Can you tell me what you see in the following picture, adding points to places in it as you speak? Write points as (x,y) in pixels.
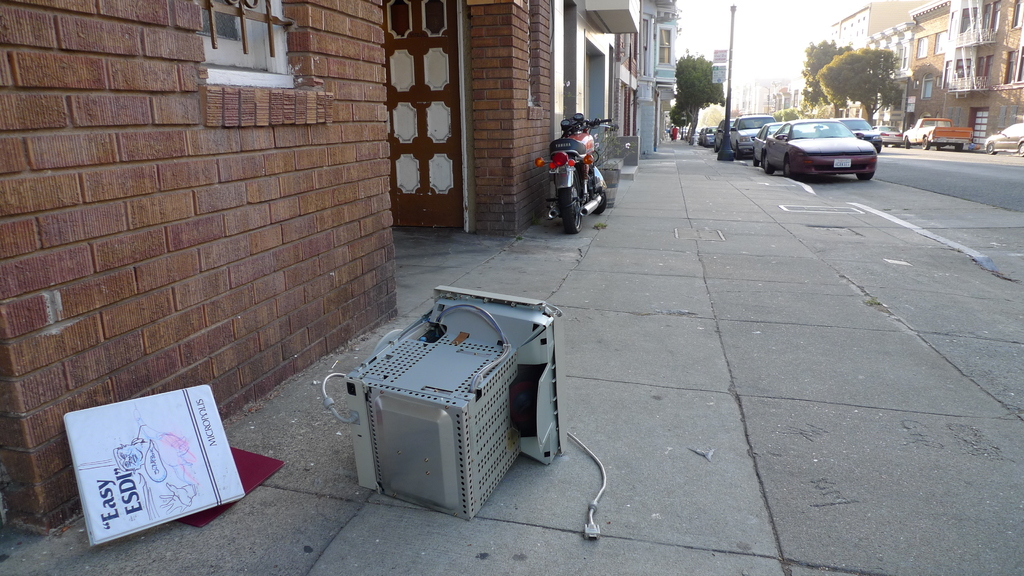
In this picture we can see a machine (370,429) and a bike (567,122) kept on the side of a road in front of a building (352,214). On the right side (749,116), we can see vehicles (785,146) on the road (974,170).
